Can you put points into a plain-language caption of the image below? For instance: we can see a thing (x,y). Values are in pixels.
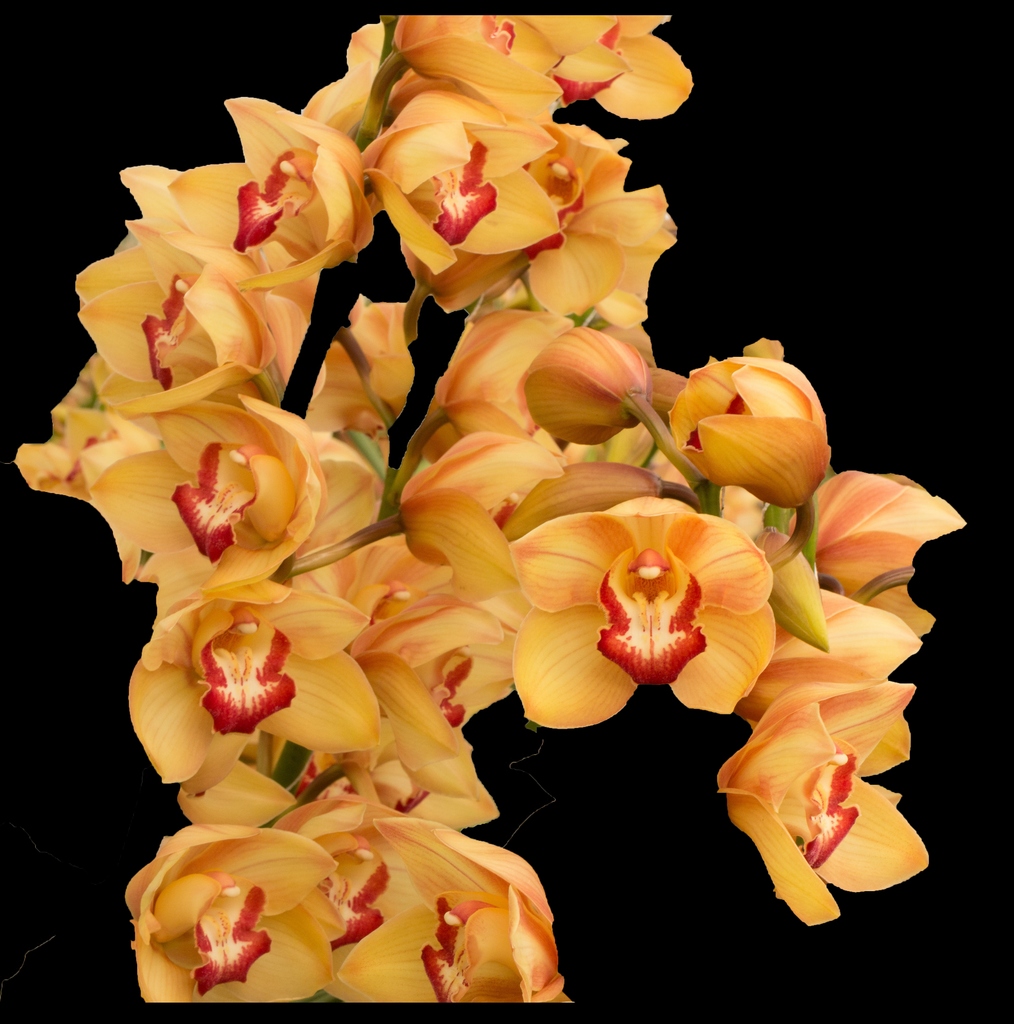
This image consists of flowers (407,532) and black color background (867,104). This image is taken may be during a day.
